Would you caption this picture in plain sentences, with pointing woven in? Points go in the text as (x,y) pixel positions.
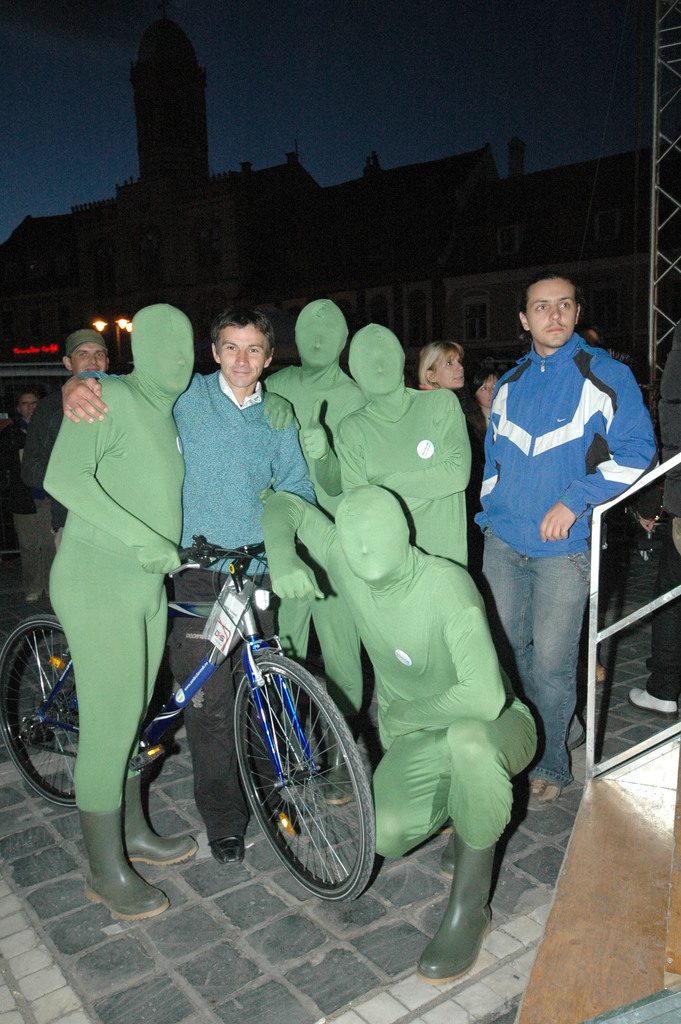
In this image there is a man (221,442) in the middle (229,505) who is holding the cycle (245,594). There are few people (144,456) around him who are wearing the green colour mask (108,515). On the right side (545,370) there is another man (519,452) standing on the floor (573,753). In the background (295,216) there are buildings (287,216). At the top (317,61) there is the sky (356,67). There are some lights (124,319) in the background (118,327).
